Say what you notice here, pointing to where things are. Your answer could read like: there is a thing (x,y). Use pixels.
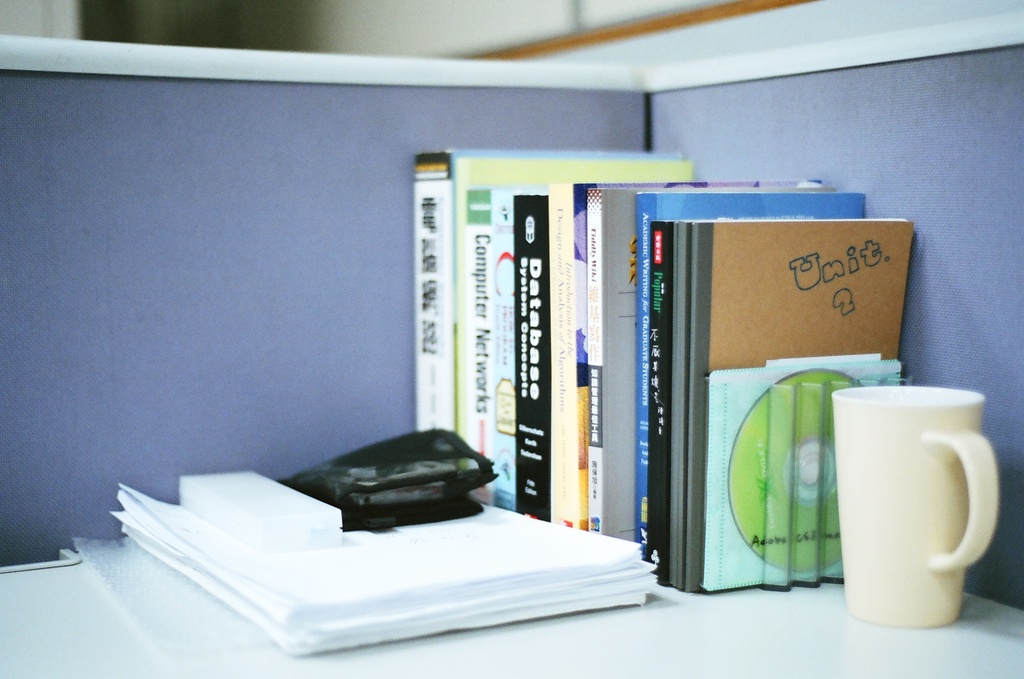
This picture consists of a books (636,393), mug (973,484) and papers (432,597) which are kept on the table (681,654). In the background (256,179) there is a partition (245,263) which is violet in colour.
